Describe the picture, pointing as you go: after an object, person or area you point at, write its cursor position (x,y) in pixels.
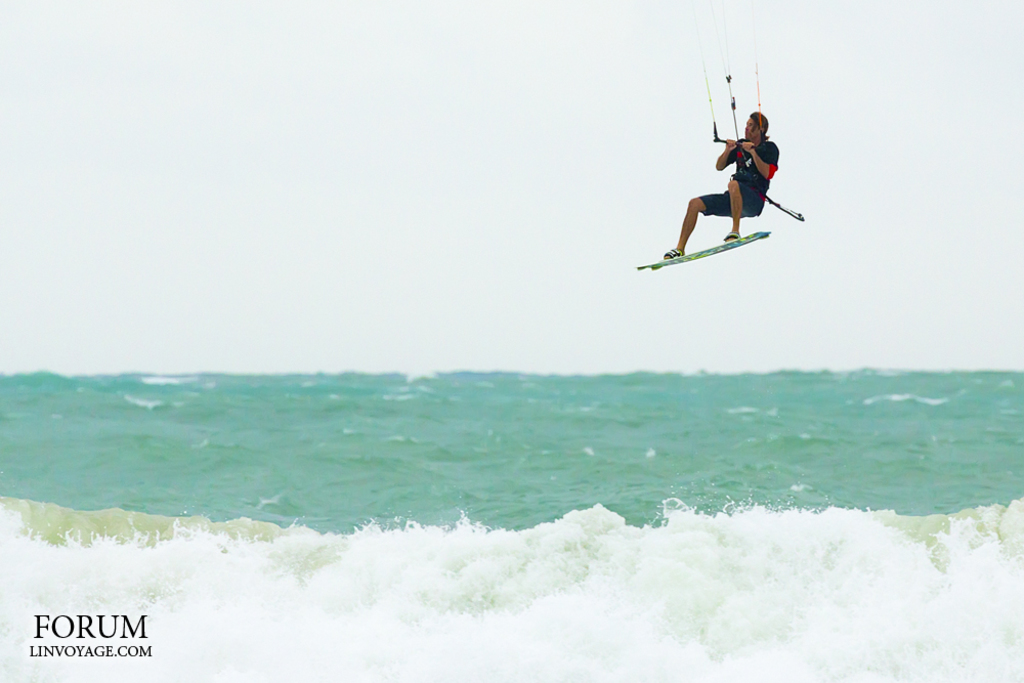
In the image we can see a person (752,187) wearing clothes (751,179), this is a water board (688,257), water (442,435), sky (138,204) and a watermark (90,636). These are the rope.
